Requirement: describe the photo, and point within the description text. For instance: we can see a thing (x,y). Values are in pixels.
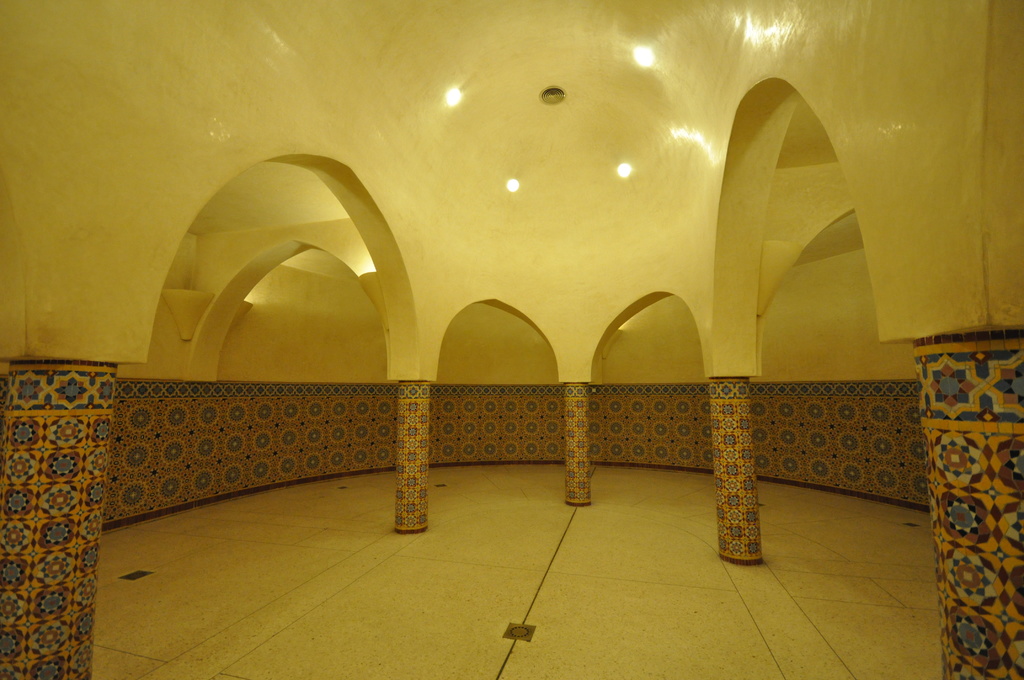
This is the inside picture of the building (508,350). In this image there are pillars (999,398). There is a wall (471,340). At the bottom of the image (490,599) there is a floor (445,613). At the top of the image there are lights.
